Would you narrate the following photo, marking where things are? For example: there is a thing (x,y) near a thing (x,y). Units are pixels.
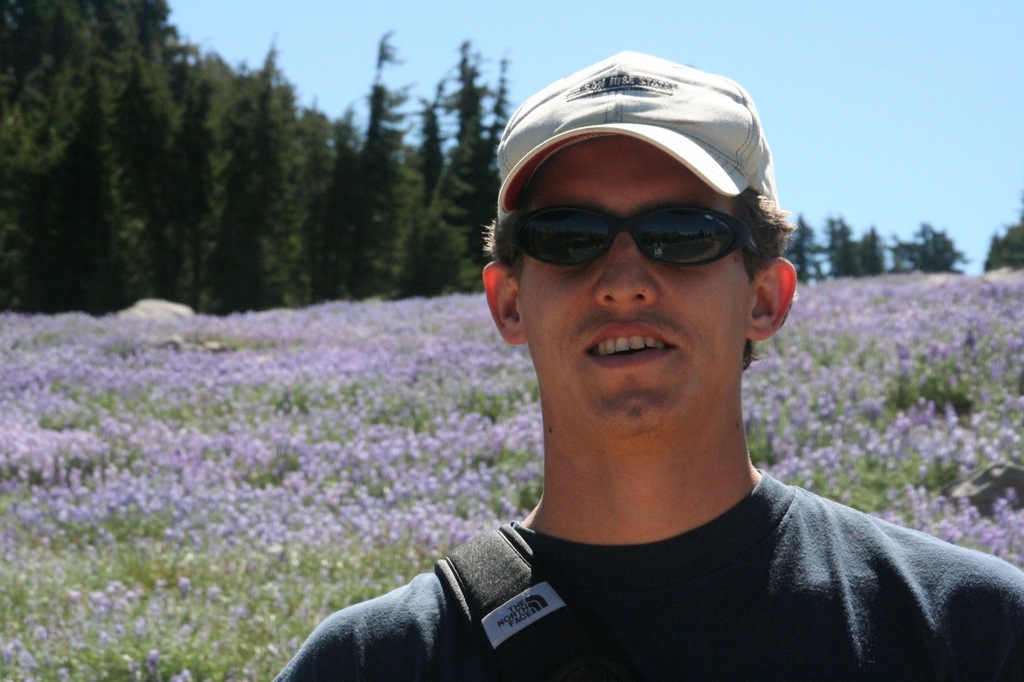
In this picture we can see a man (777,587) wore a cap (692,106), goggles (633,222) and smiling and at the back of him we can see flowers (934,359), trees (477,239) and in the background (821,73) we can see the sky (825,114).
